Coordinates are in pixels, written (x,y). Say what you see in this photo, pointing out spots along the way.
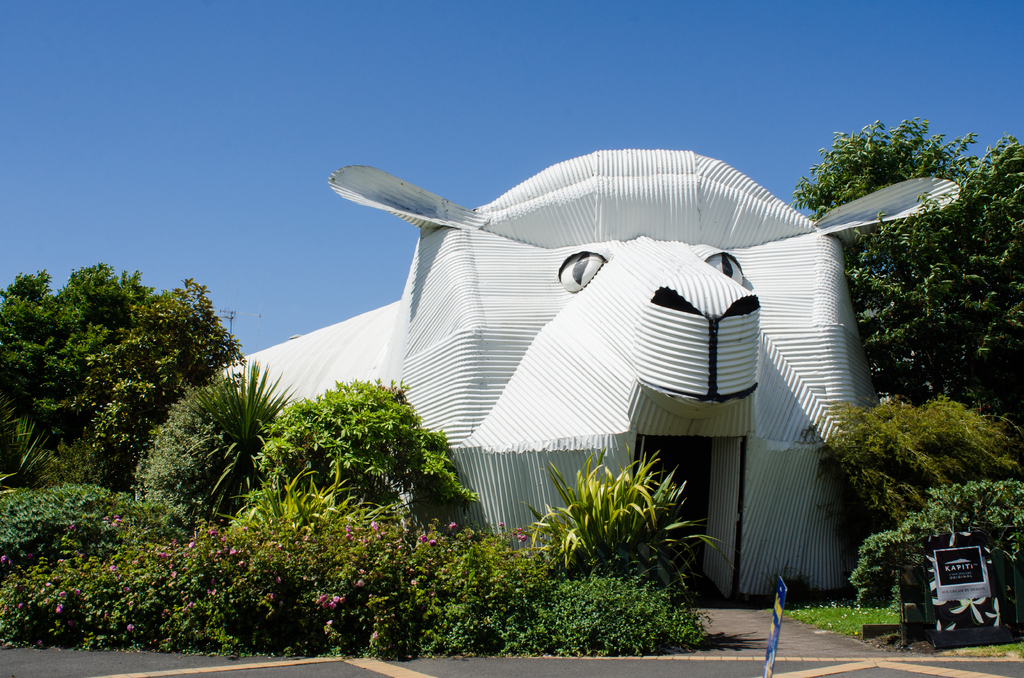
In the center of the image (478,258) we can see a house (693,381). In the background of the image (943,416) we can see the trees (882,150), plants (449,533), flowers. At the bottom of the image (619,675) we can see the road (787,656), boards (956,627). At the top of the image (520,93) we can see the sky (305,128) and pole (234,314).
